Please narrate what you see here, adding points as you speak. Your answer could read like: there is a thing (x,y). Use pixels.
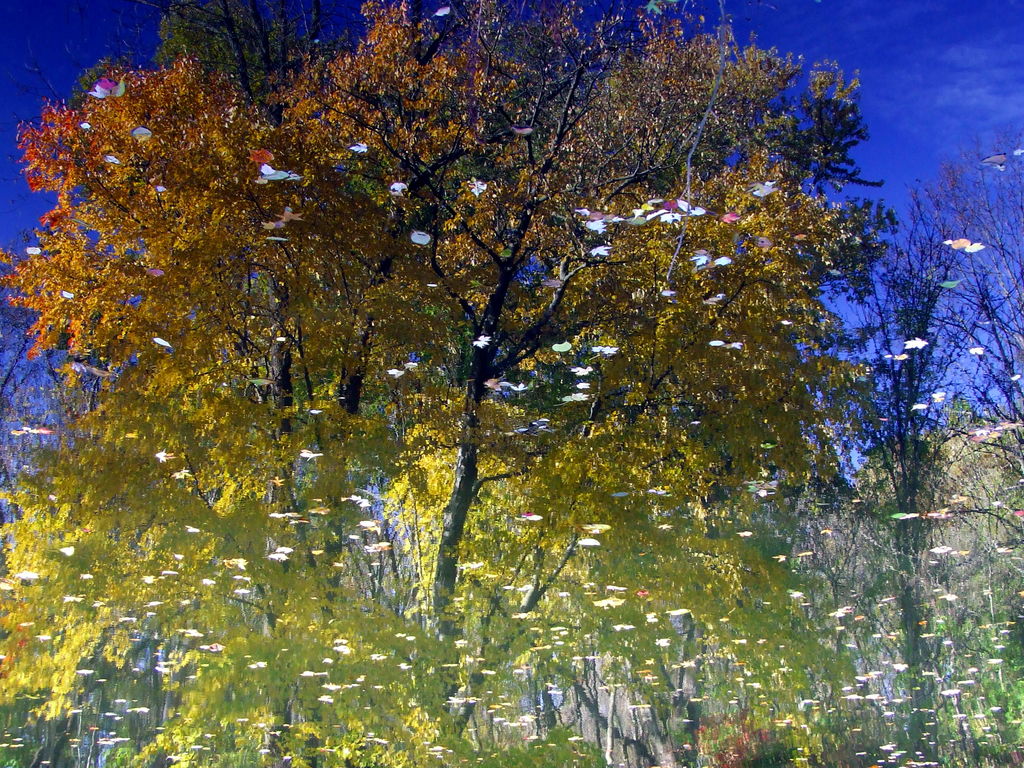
In this picture, it looks like the painting of trees (453,372) and the sky (890,112).
